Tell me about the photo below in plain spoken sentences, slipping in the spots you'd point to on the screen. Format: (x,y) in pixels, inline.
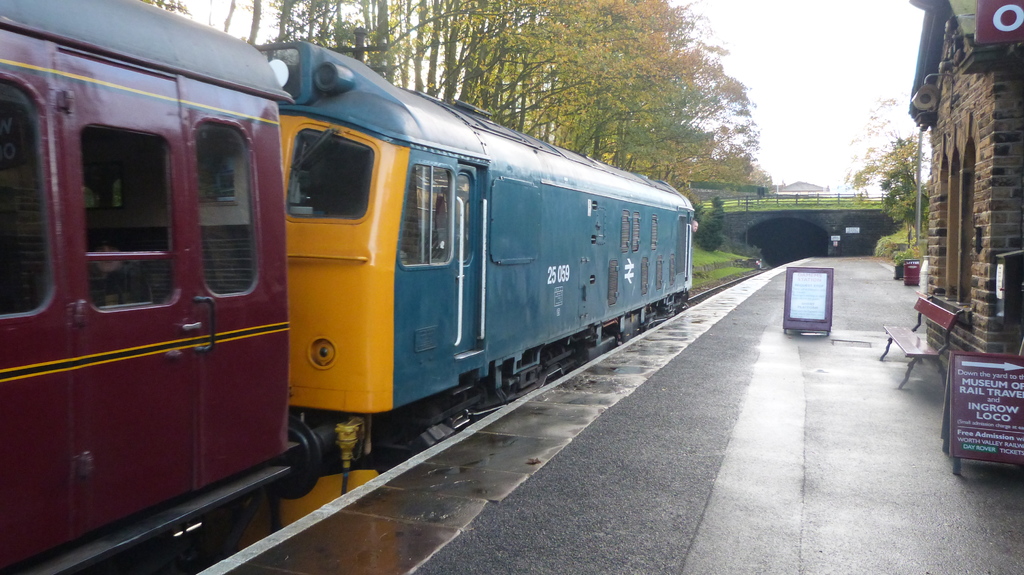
In this image I can see a train (158,337) which is maroon, yellow and blue in color on the railway track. I can see a platform (780,464), few boards (1019,455), a bench (902,337), a building (955,247) and in the background (826,216) I can see a bridge (839,216), few trees (568,122) and the sky (820,68).
